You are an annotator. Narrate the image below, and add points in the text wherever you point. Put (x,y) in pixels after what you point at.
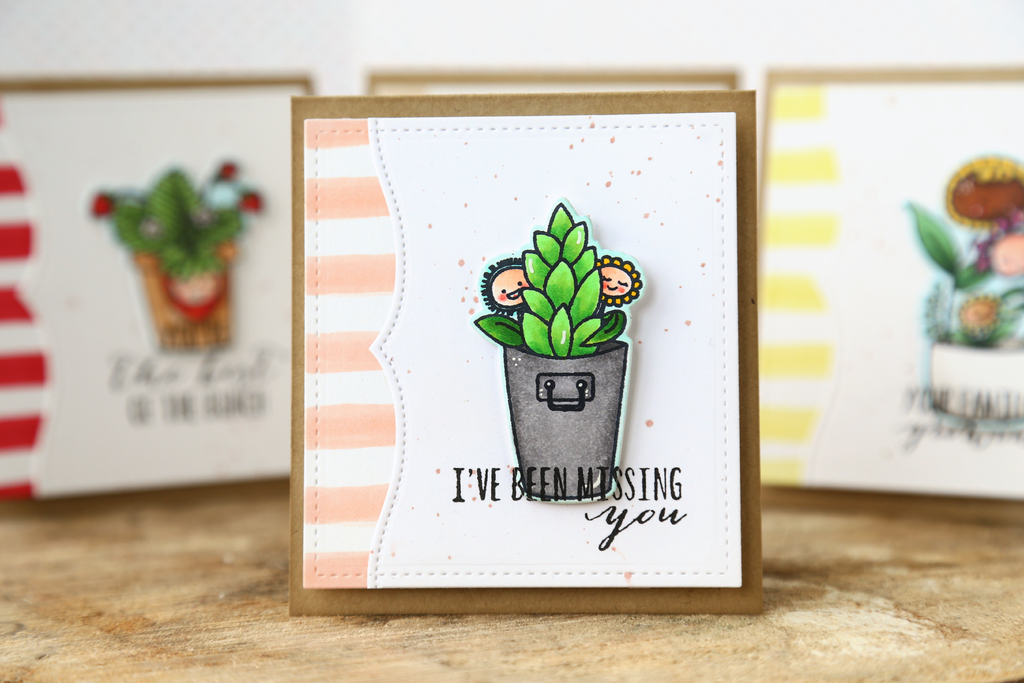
In this image we can see cardboards (597,219) with papers (462,308) pasted on them.
